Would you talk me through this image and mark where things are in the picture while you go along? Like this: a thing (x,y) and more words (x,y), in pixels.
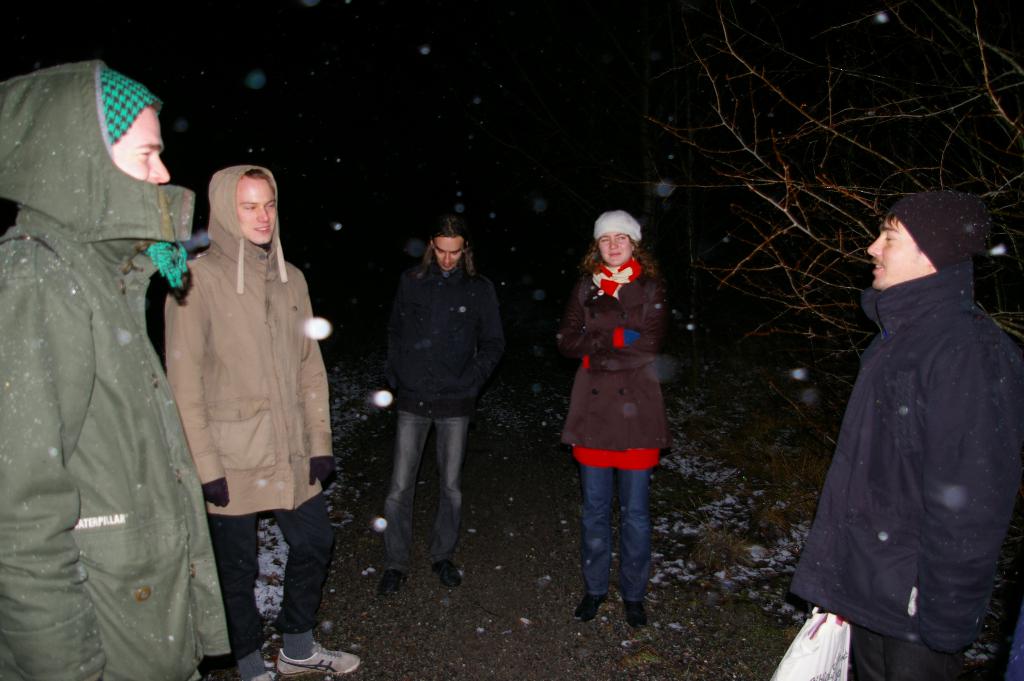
In this image, we can see five people (968,289) are standing on the ground (498,631). Few are smiling. At the bottom (833,658), we can see a carry bag (822,669) and snow (725,583). Background (679,339) there is a dark view. Right side of the image (899,124), we can see a tree (856,254).
